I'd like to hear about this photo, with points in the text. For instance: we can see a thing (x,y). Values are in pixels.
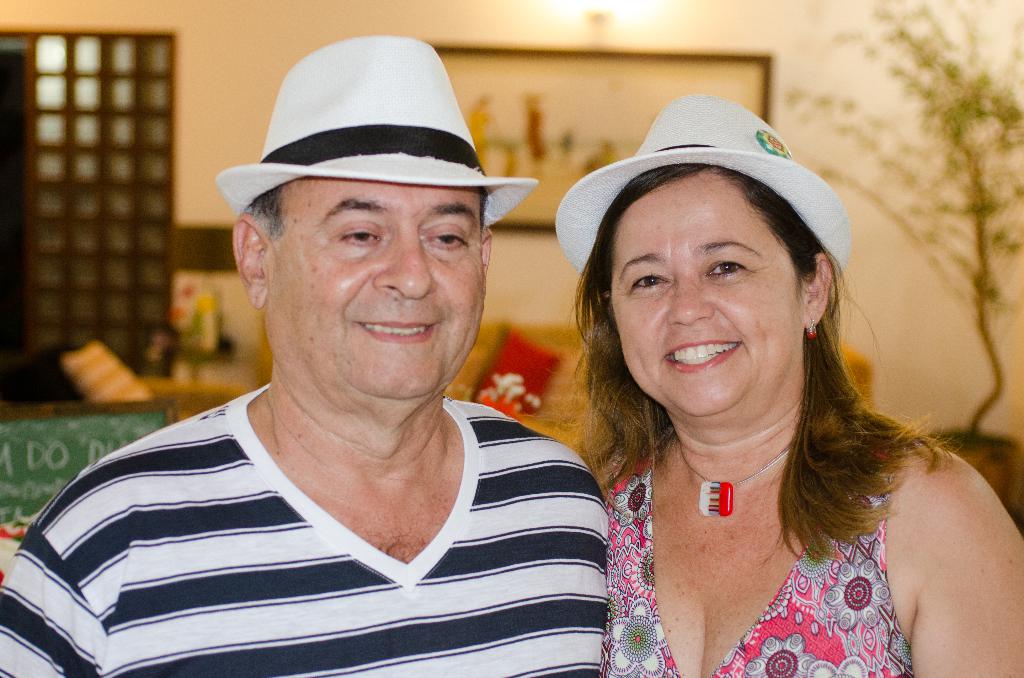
In this image I can see two persons (364,443) are standing in the front (440,406), I can see smile (703,344) on their faces (752,376) and I can see both of them are wearing white colour hats (501,193). On the left side of this image (150,417) I can see a green colour thing (104,440) and on it I can see something is written. On right side of this image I can see a plant (969,79) and in the background (544,106) I can see a frame (688,54) on the wall (429,39). I can also see this image is little bit blurry in the background (88,428). I can also see a red colour thing (540,343) in the background (488,381).
